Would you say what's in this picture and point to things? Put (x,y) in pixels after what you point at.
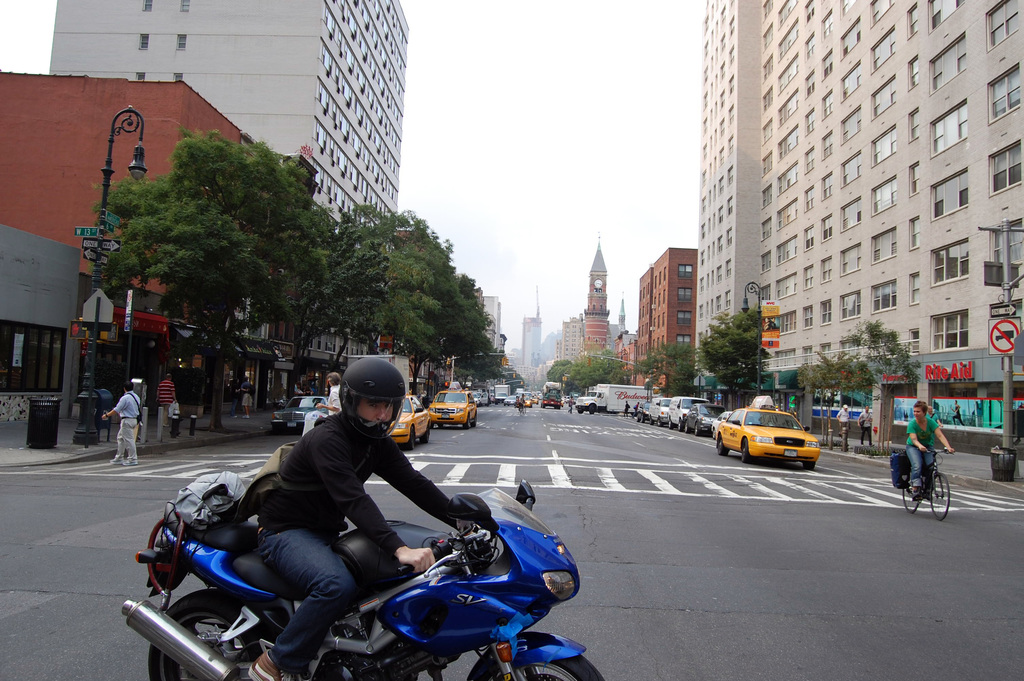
This is the man (330,509) wearing a helmet (388,386) and riding a motor bike (460,586). These are the vehicles (619,400) on the road (781,467). I can see another person (947,446) riding bicycle (929,494). This is the sign board (991,351) attached to the pole (1012,418). These are the buildings (667,255). This is the street light (131,106) with the directions (85,234). This is the dustbin (41,428). I can see few people (165,395) walking. This is the zebra crossing (610,480). These are the trees (425,300).
